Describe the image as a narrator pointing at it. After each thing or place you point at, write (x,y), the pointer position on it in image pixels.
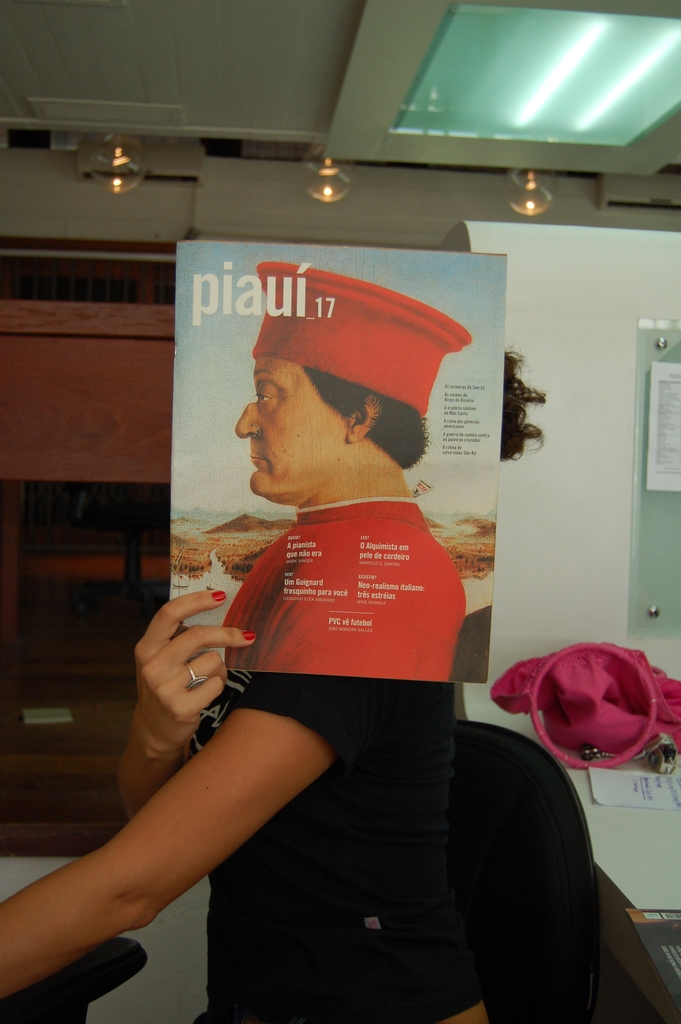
There is a person (407,788) in black color t-shirt (357,752), holding a magazine (229,336) with one hand (205,638) and sitting on a chair (518,819). In the background (457,67) is a board (643,553) on the white wall (642,301), there are lights (564,35) on the roof (383,74) and there are other objects (581,763).
